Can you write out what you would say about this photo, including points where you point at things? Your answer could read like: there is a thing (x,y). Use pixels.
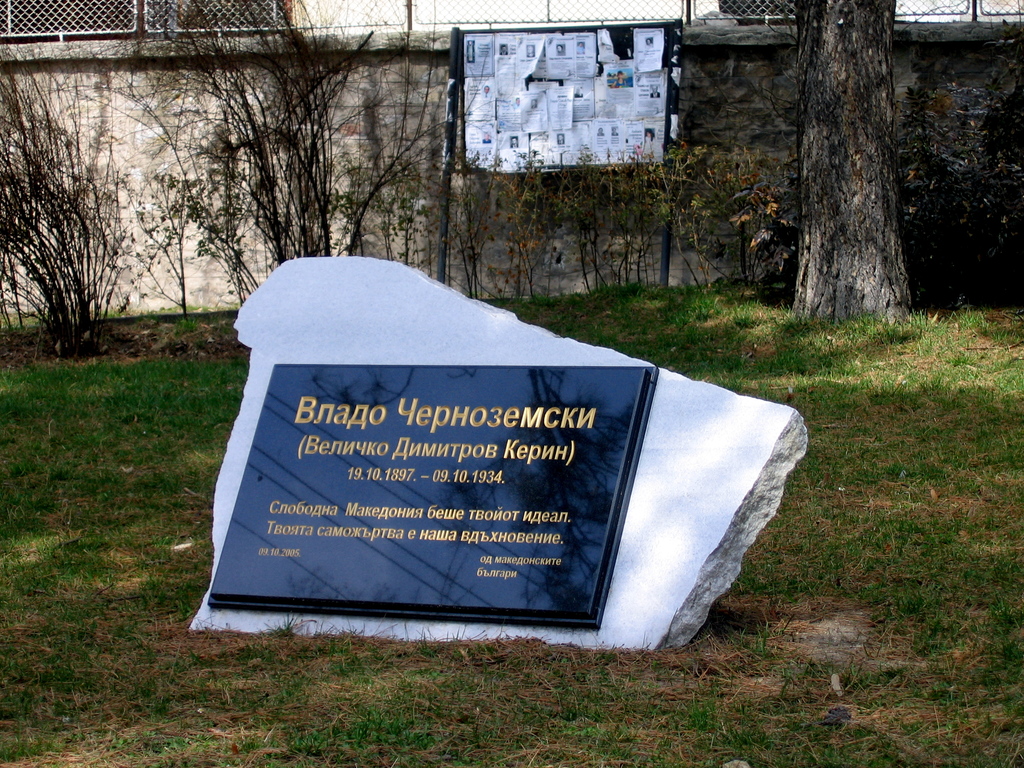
In this image in the front (721,747) there's grass (579,674) on the ground (716,624). In the center (478,478) there is a stone (472,456) with some text (466,477) written on it which is black in colour. In the background (483,168) there are trees (612,189) and there is a board (560,81) and on the board (573,119) there are papers (569,101) with some text (569,101) written on it and there is a wall (198,110) and on the top of the wall (279,36) there is a fence (574,19).
